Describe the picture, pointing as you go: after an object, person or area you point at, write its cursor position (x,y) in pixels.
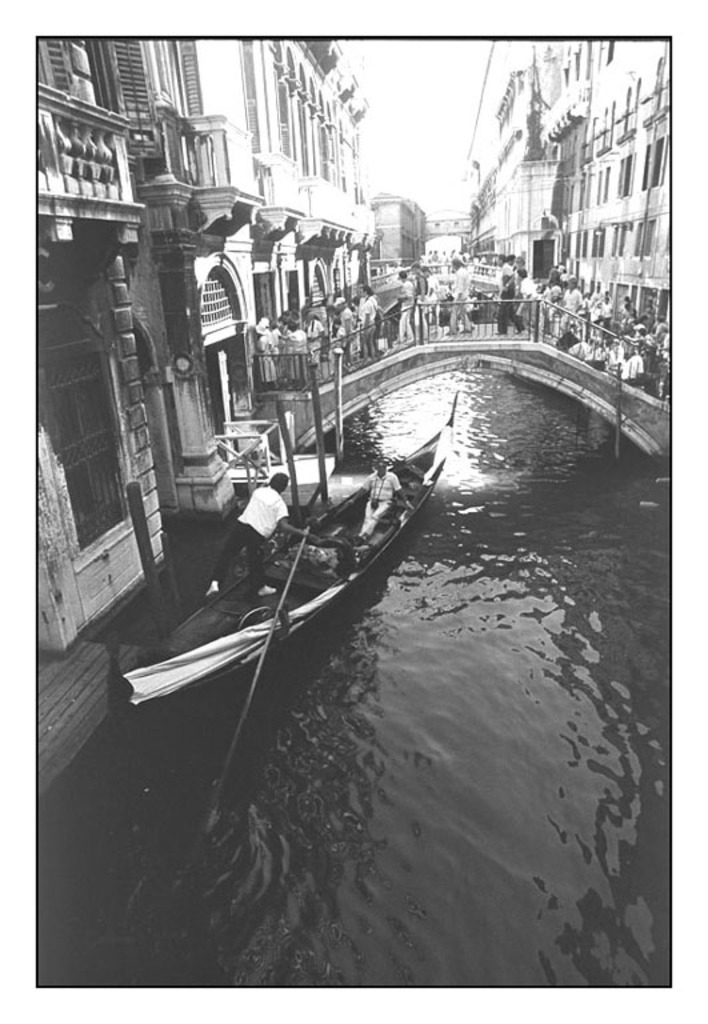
In this image in the center (264,613) there is a boat (260,635) sailing on the water (553,751) with the persons (259,593) inside it and in the background (330,388) there is a bridge (406,360) and on the bridge (583,321) there are persons (342,333) walking, there are buildings (463,246). On the left side (95,396) there is a building (73,398) and in the front (515,774) there is water (523,782).
